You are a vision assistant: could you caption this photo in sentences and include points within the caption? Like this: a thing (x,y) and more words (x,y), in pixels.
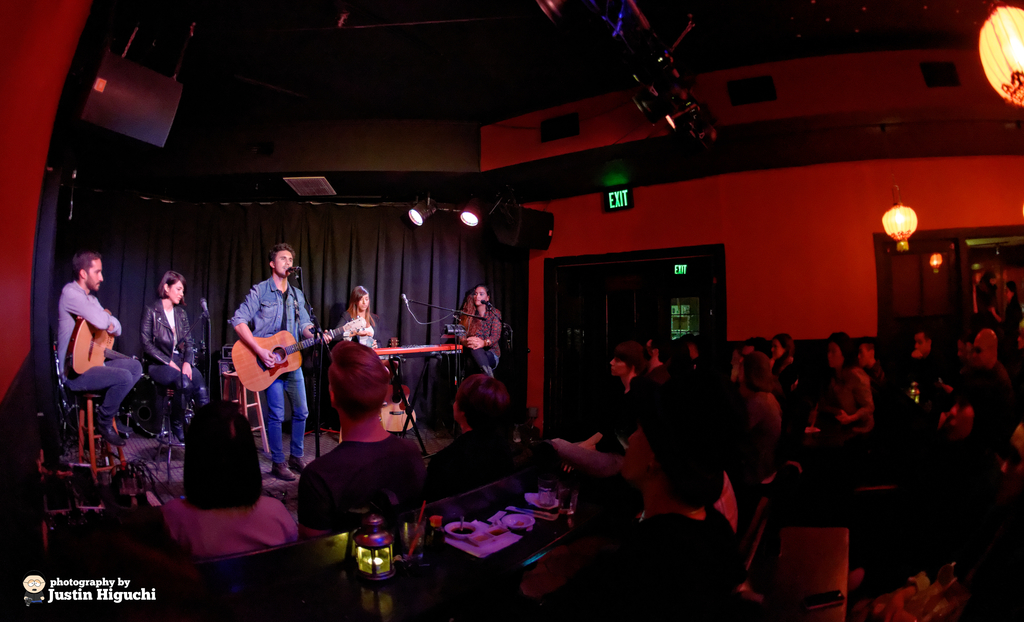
In this image I can see few people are holding musical instruments (256,375) and few are sitting. Back I can see few light (463,215), black curtain (457,231), windows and few objects (407,534) on the table (337,559). The image is dark.
